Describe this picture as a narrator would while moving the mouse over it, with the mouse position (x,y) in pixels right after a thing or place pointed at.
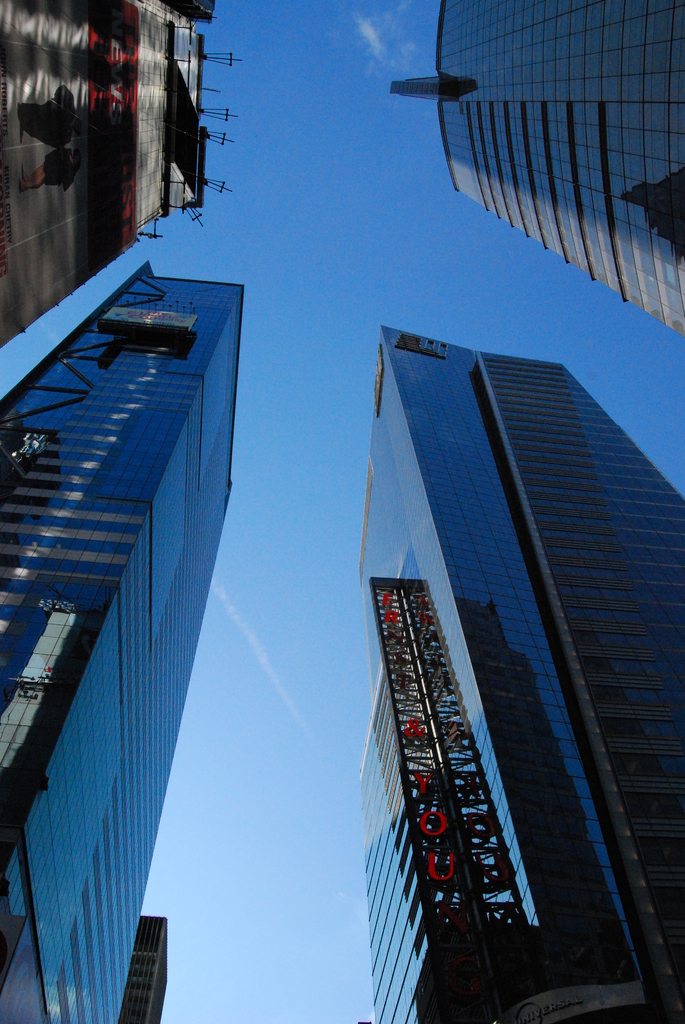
In this picture I can see some buildings (532,707).
